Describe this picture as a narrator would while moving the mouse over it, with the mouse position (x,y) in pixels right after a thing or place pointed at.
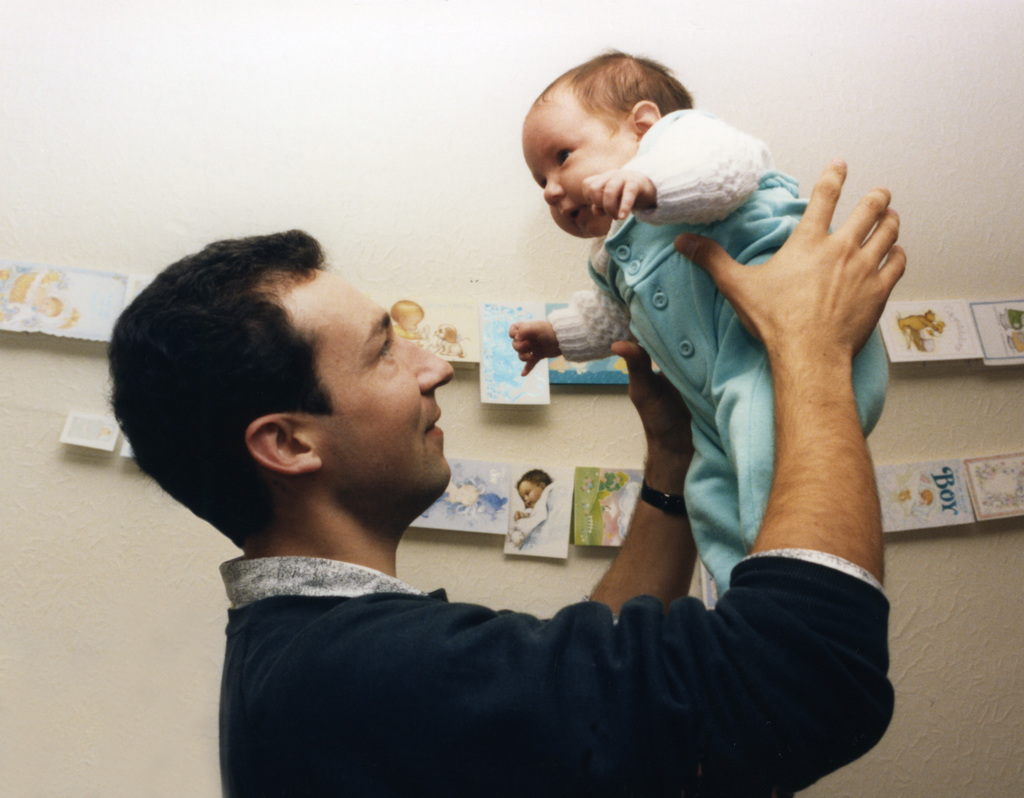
In this image in the center (360,526) there is one person (356,559) who is holding a baby (718,433), and in the background (99,649) there is a wall (95,633) on the wall (906,414) there are some photos (949,467).
